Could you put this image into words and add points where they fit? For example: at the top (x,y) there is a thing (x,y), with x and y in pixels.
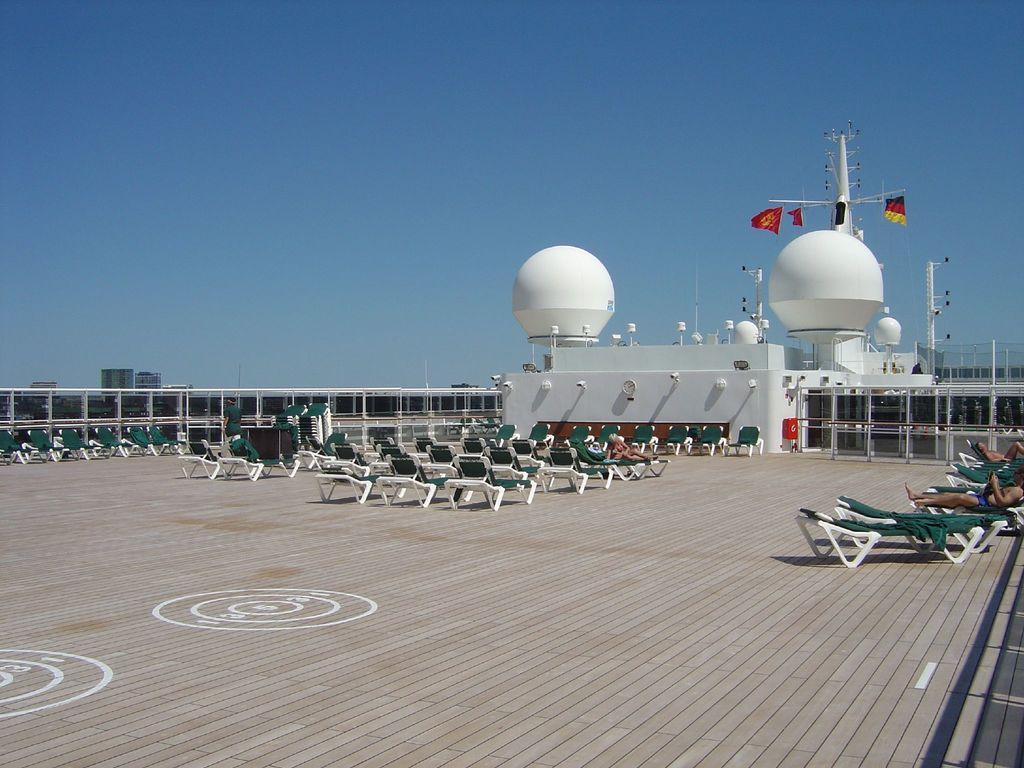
In the picture I can see chairs (601,455), a few people (1002,492) lying on the chairs (471,468), I can see white color objects (784,308), flags (798,221), poles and the blue color sky (361,287) in the background (422,287).
